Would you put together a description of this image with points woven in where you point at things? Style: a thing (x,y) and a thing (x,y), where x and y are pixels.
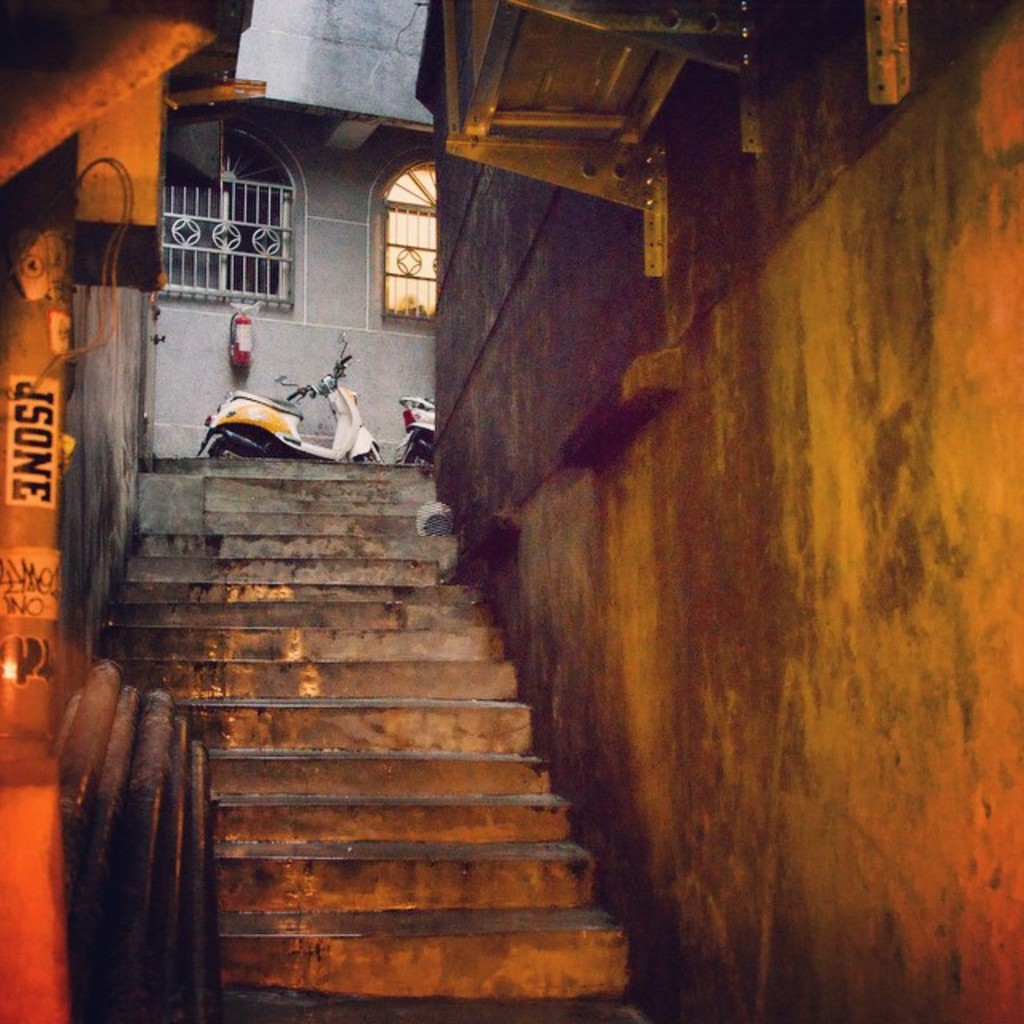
In the center of the image (342,635) there are staircases (334,757). To the both sides of the image there is wall (577,341). In the background of the image (335,320) there is a building (320,219). There is a window (244,153). There is a vehicle (242,447).
